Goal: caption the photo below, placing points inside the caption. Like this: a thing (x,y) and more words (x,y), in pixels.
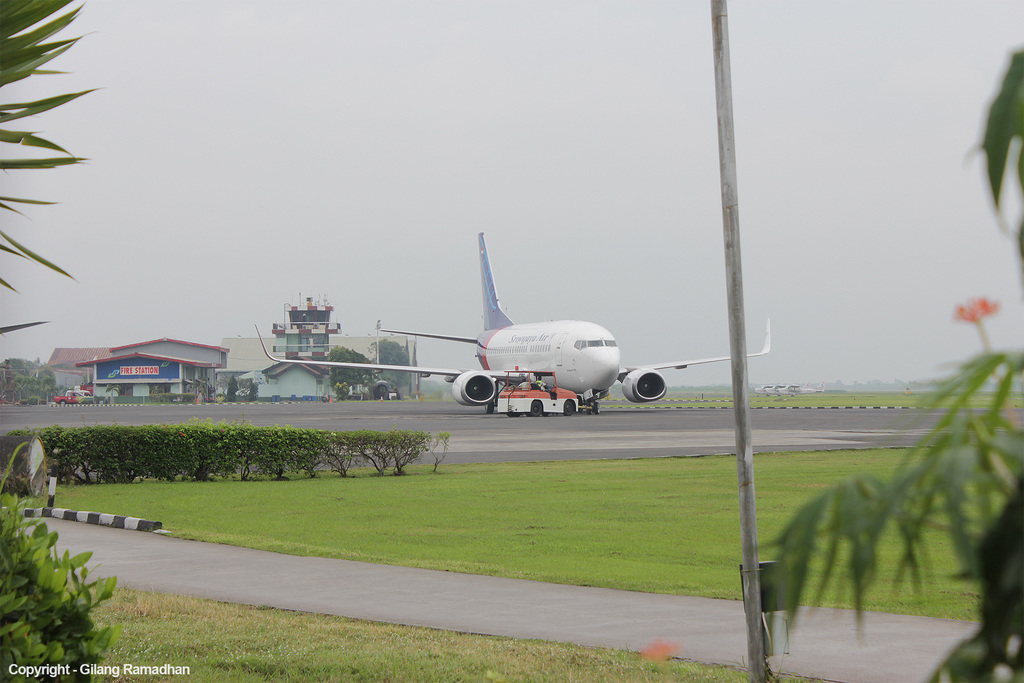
In this image, we can see some airplanes (383,367), houses (311,376), trees (338,360), plants (257,439). We can see the ground (469,427) with some objects (400,397) and some grass (495,538). We can see a pole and the sky (290,207). We can see some text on the bottom left corner (12,669).
